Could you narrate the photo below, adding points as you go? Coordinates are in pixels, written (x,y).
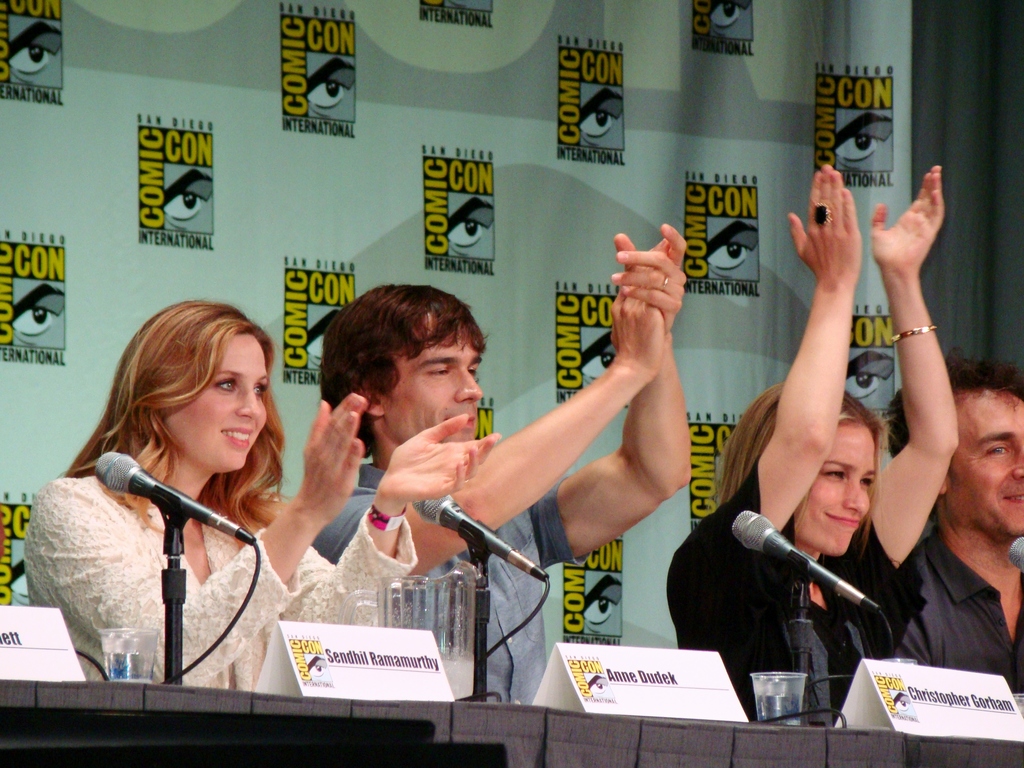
This picture is clicked inside. In the foreground (680,735) there is a table (578,740) on the top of which we can see the name plates (665,698), glasses (146,656) containing water (793,695) and microphones (432,517) that are attached to the stands (169,558). In the center (384,448) we can see the group of people (387,507) sitting on the chairs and clapping their hands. In the background (712,331) there is a curtain (968,84) and a banner (598,132) on which we can see the pictures of eyes (460,218) and the text (569,79) is printed on the banner (342,277).
